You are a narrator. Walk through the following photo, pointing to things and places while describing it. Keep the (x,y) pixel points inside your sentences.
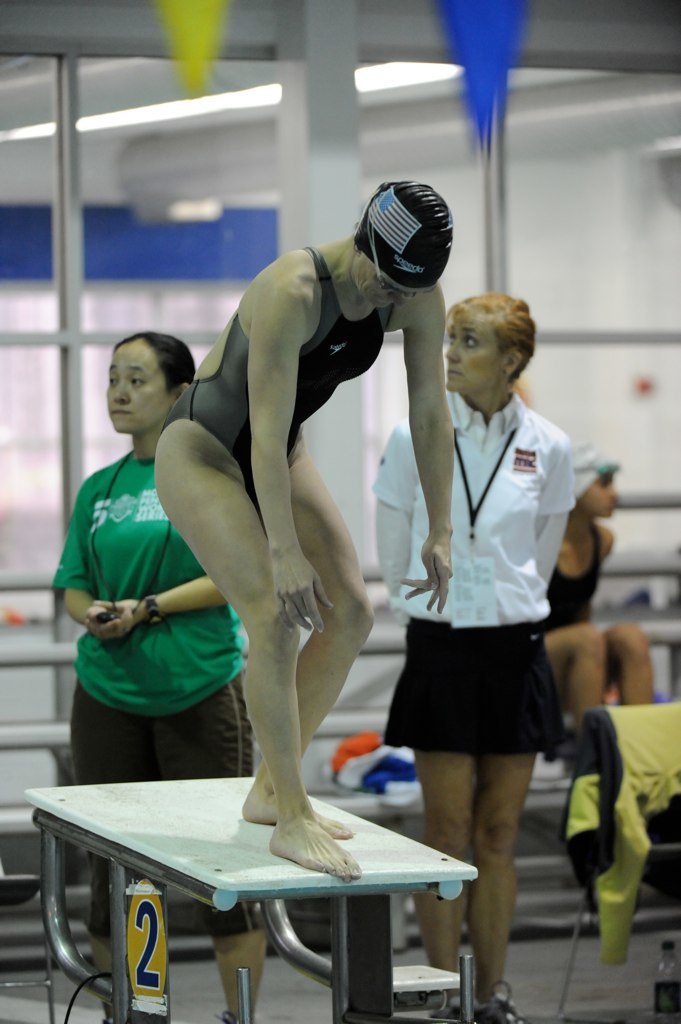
there is a person (245,444) wearing a swimming suit (215,430), standing near the swimming pool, ready for the dive. There are two woman (465,594) standing behind a person (311,487). And in the background (137,215) there is a glasses (249,199) and a pillar (315,195) here.
